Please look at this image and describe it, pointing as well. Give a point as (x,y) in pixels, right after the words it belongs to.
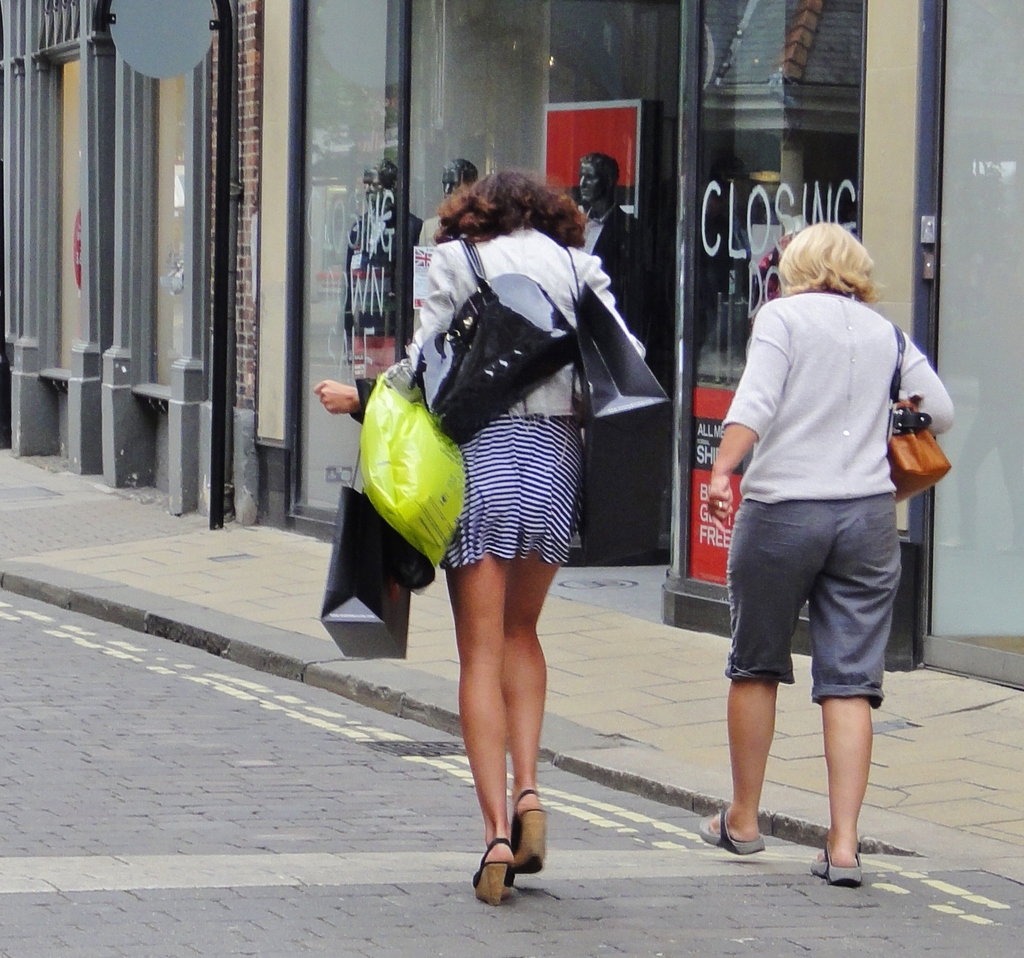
In this image we can see one building (270,224), three dolls (598,181) wearing dresses (367,252) in the shop (367,252), some text (367,238) on the shop glass door (739,345), one footpath (646,645), one pole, two women (475,574) walking on the road (39,744) wearing bags (337,522) and one woman (567,261) with brown hair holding some objects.
